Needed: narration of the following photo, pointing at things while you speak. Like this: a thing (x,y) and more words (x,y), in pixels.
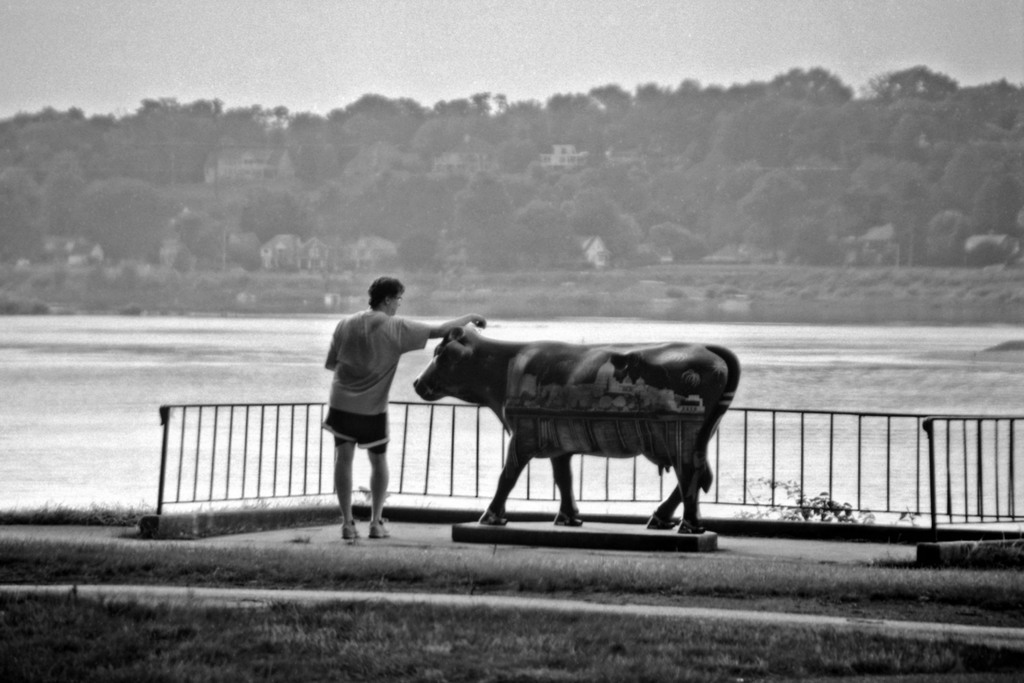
In this picture there is a person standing and we can see an animal (602,434), grass (512,657), fence (980,483) and water (722,513). In the background of the image (534,200) we can see trees (556,200), houses (278,247) and sky (434,71).
